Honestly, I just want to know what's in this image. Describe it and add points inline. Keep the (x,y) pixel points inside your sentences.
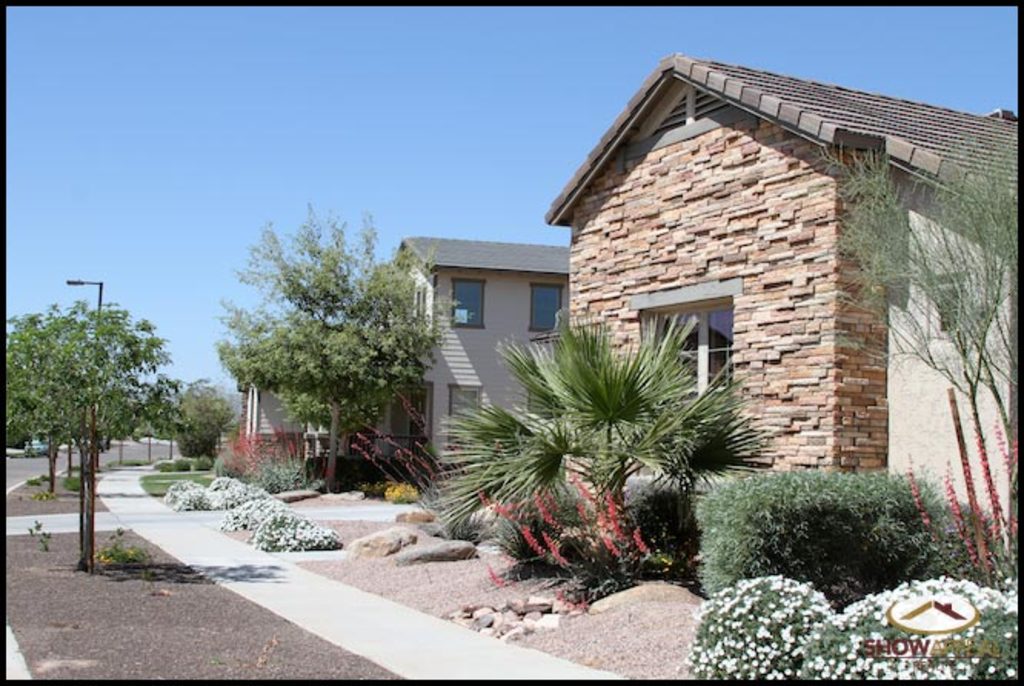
On the left side (123,443), there are trees (89,432), a pole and a road (16,458). On the right side (774,115), there is a footpath (151,468), there are plants (192,498) and there are buildings (507,342). In the background (499,65), there is blue sky (201,100).
